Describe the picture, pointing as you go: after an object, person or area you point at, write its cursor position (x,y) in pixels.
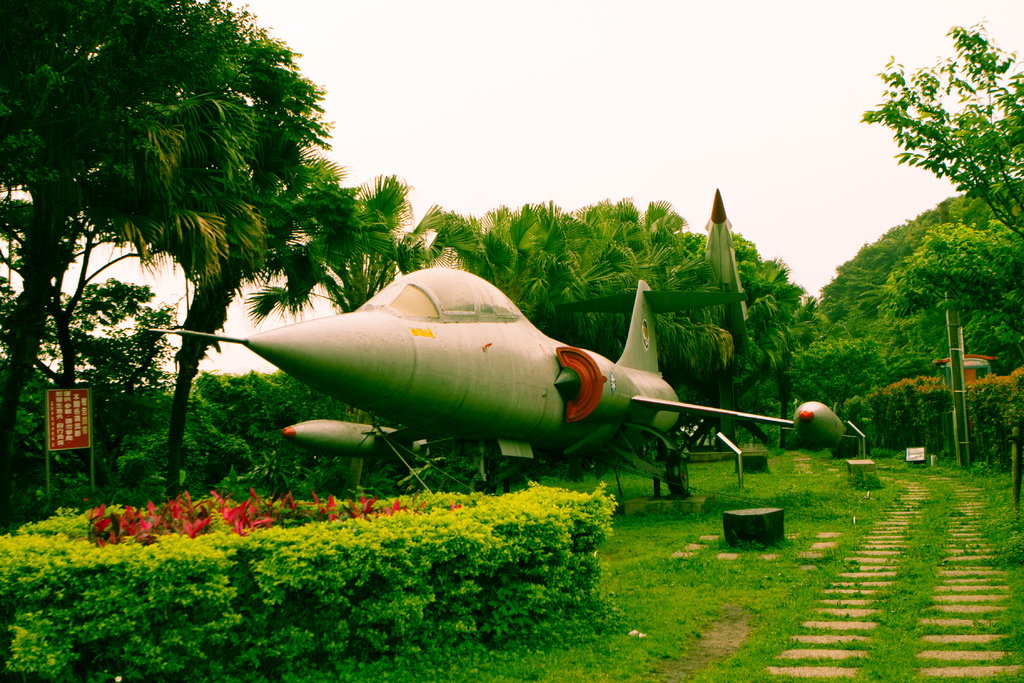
In this picture I see the path (975,535) on the right side (936,550) and on the left side of this image (244,560) I see few plants (254,544) and in the middle of this picture (440,327) I see an aircraft (426,363). In the background (512,259) I see number of trees (672,209) and I see the sky (460,74) and I can also see a board (58,405) on the left side (63,417) on which there is something written.
